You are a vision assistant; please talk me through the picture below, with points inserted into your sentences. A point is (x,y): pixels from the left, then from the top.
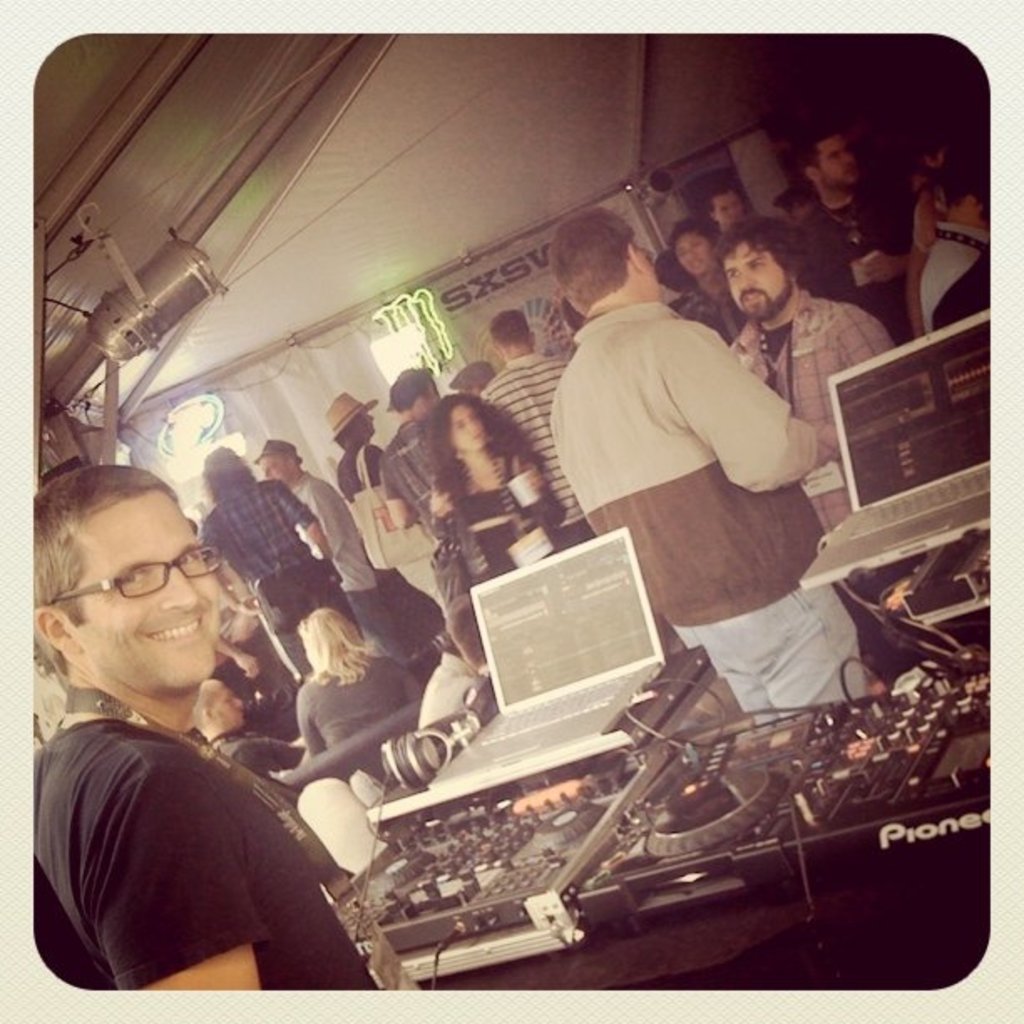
In this image we can see a few people (532,518) standing, a person (463,528) is holding an object (518,496), two people (327,723) are sitting on a couch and there are laptops (564,608) and music players (733,818).
